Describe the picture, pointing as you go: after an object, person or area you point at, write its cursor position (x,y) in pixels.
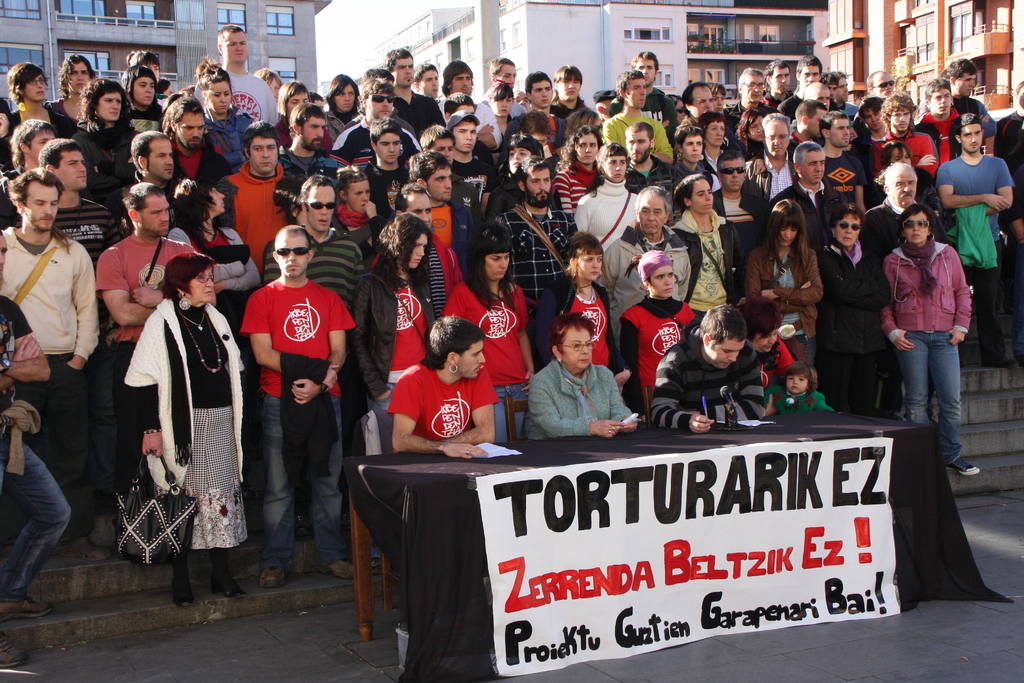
In this image there are many people (256,318) standing on the steps (61,563). In front of them there are four people (436,402) sitting on the chairs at the table (592,437). On the table (537,470) there is a cloth (446,488) spread. On the cloth (926,513) there is a banner sticker (504,506). There is text (732,558) on the banner (677,568). In the background (403,46) there are buildings (697,28). At the top (368,23) there is the sky (361,36).
